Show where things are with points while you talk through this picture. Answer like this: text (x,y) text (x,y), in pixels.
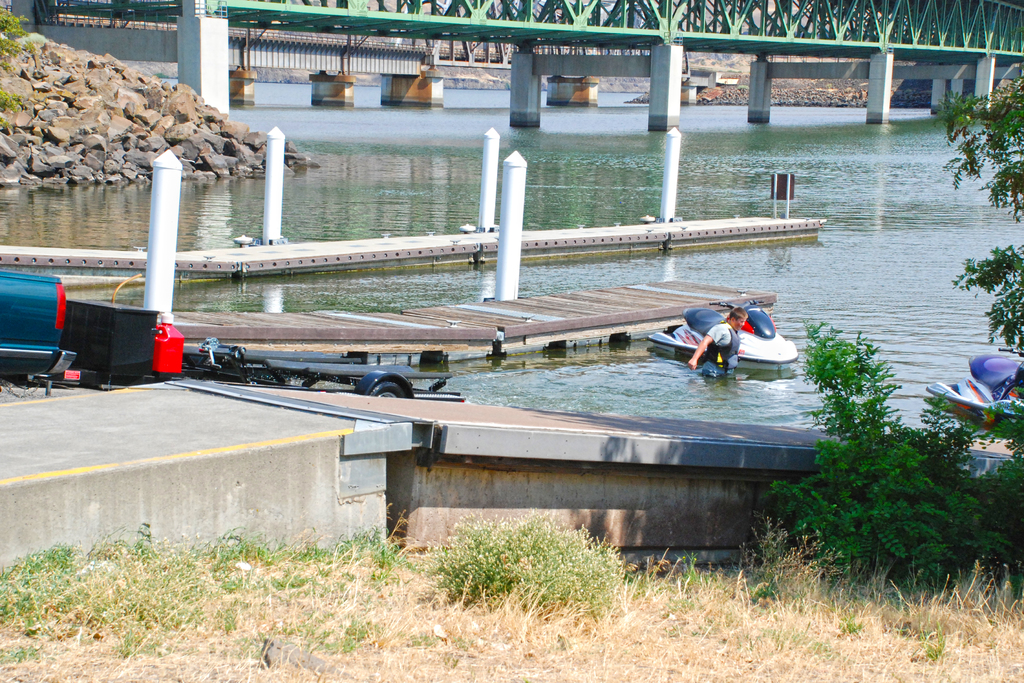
There is one person (724,356) and some boats (754,338) are in the Sea (474,170) as we can see in the middle of this image (590,276). There are some stones (152,132) on the left side of this image (101,111). The bridge (543,75) is at the top of this image (533,33) and there are some plants (942,553) and trees (905,524) at the bottom of this image (539,580).
